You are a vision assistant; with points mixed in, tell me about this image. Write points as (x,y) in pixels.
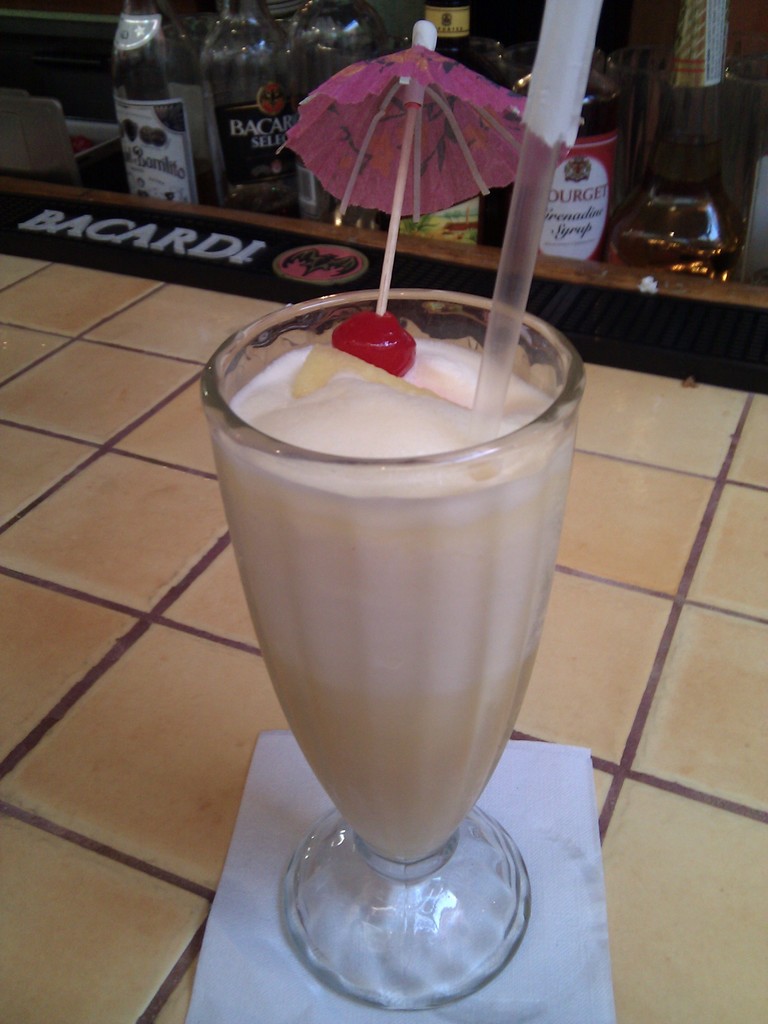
As we can see in the image, there are bottle (365,58), umbrella (384,108) and a glass (349,624) on counter (67,607).
